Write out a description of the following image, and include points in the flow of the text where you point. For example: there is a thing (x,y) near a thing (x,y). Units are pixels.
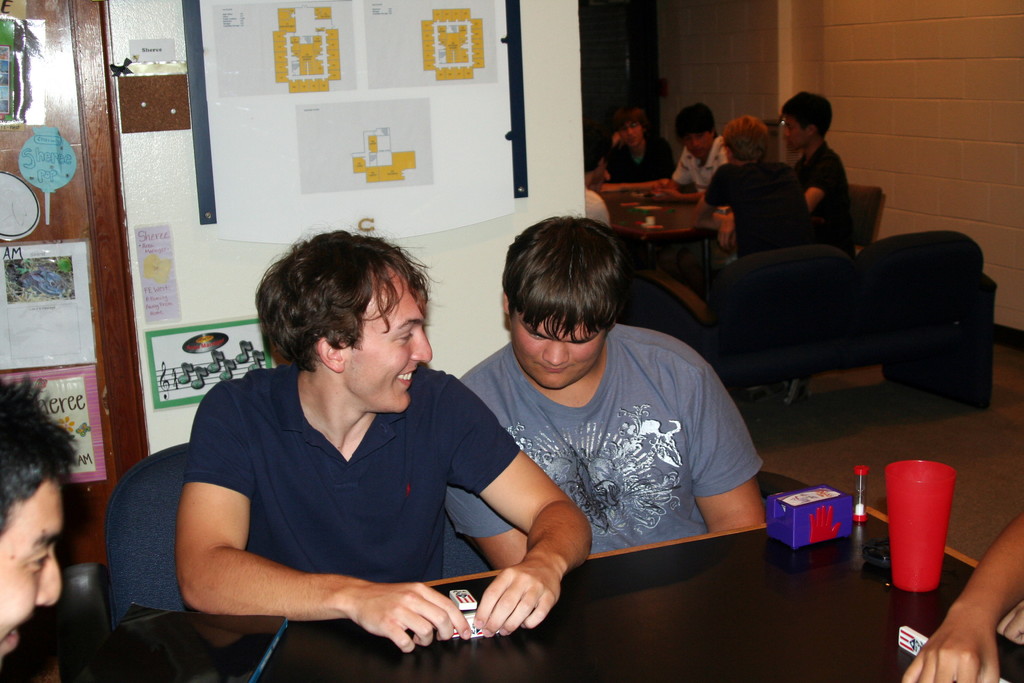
In this picture we can see two people (360,388) sitting on the chairs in front of the table (488,575) and behind them there is a wall (152,178) on which there are some posters (48,246).
